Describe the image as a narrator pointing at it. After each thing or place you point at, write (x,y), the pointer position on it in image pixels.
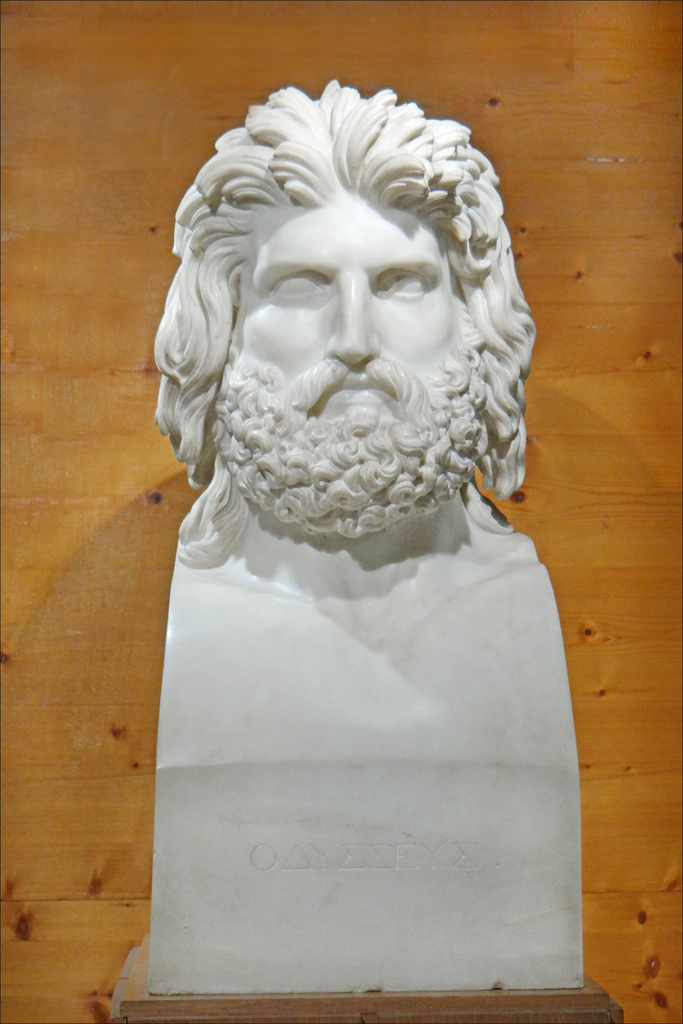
In this picture I can see a sculpture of a person (497,448), and in the background (105,265) there is a wooden wall (516,202).
